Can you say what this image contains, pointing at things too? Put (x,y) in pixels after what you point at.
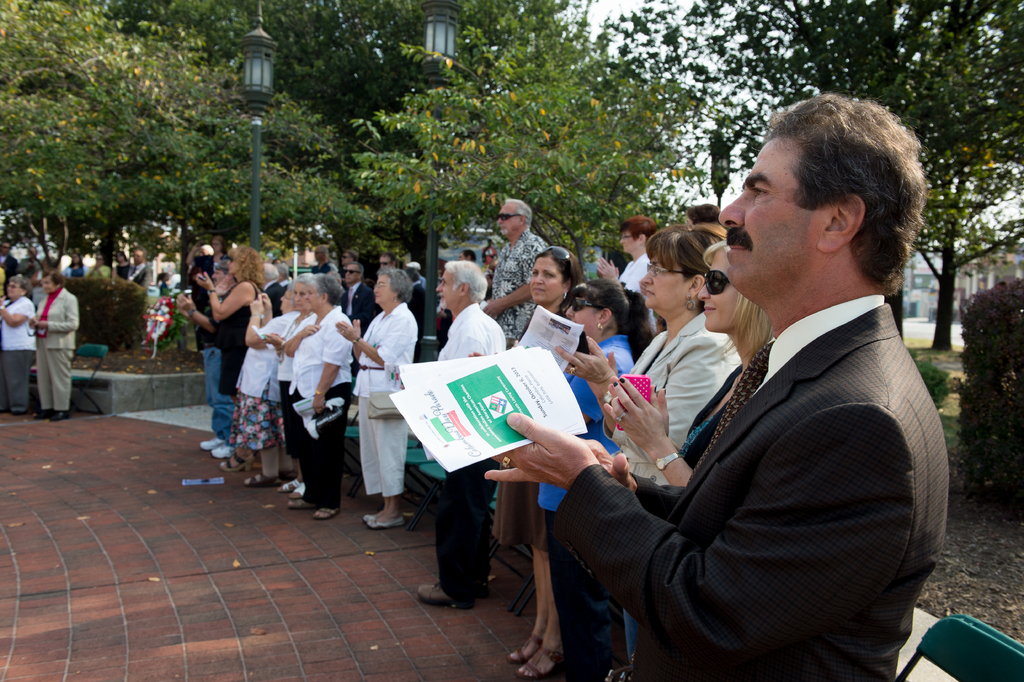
In this picture we can see many people (643,616) standing here and clapping. and we can see this person (852,435) wearing a suit (781,473) and holding some papers (474,399) with his hand (516,417). And in the background (206,139) we can observe many trees (653,82) and these are the plants (963,411). This is the pole (269,57) with the lamp (244,63). Even we can observe the sky (617,10) in the background (617,7). And this is the floor (149,560).
